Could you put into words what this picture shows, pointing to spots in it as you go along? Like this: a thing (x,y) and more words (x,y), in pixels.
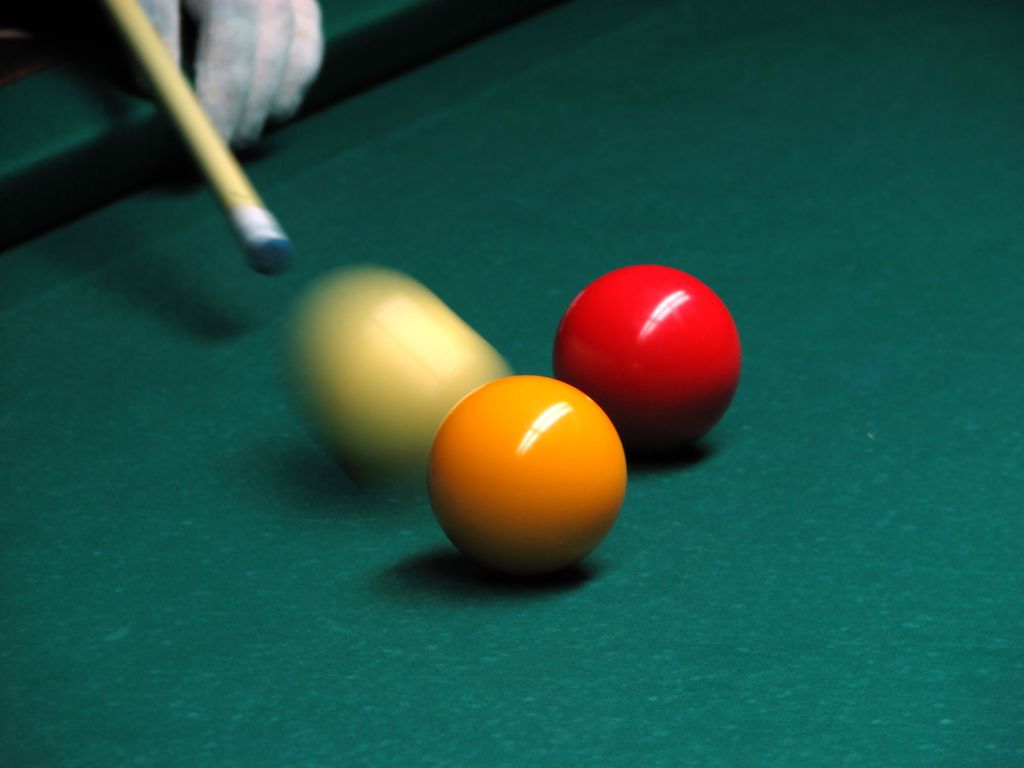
In this image I see the green color surface (568,129) on which there are 3 balls (447,314) which are of cream, yellow and red in color and I see a stick (122,9) over here and I see a person's hand (207,77) over here.
